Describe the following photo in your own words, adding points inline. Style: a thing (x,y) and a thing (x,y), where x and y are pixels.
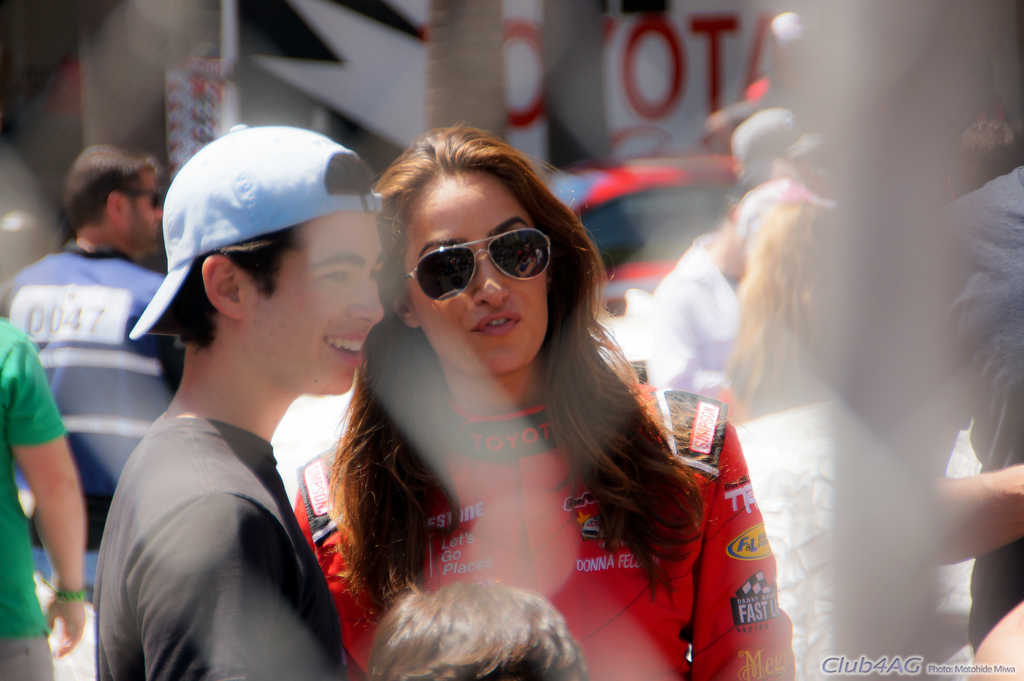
In this image we can see a few people (511,392) standing and a blurry background (663,181).
